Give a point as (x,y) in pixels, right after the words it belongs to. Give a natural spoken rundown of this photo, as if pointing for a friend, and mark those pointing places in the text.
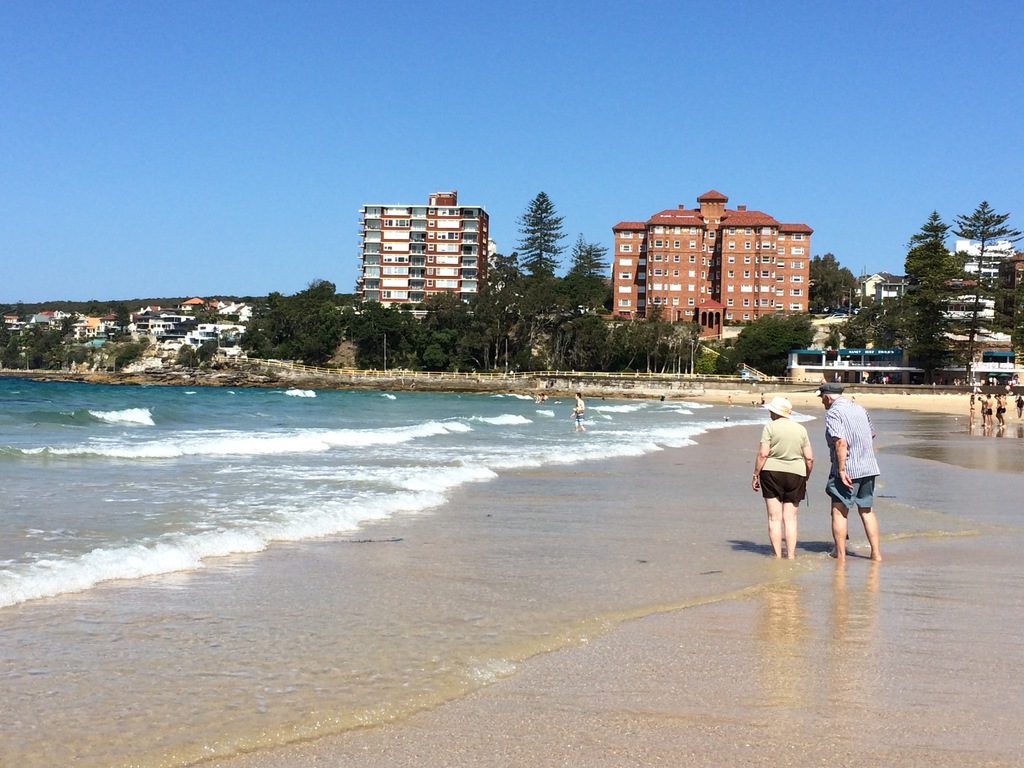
In this image we can see sky (416,156), buildings (784,257), trees (775,344) and persons (789,504) standing on the seashore (688,552).
